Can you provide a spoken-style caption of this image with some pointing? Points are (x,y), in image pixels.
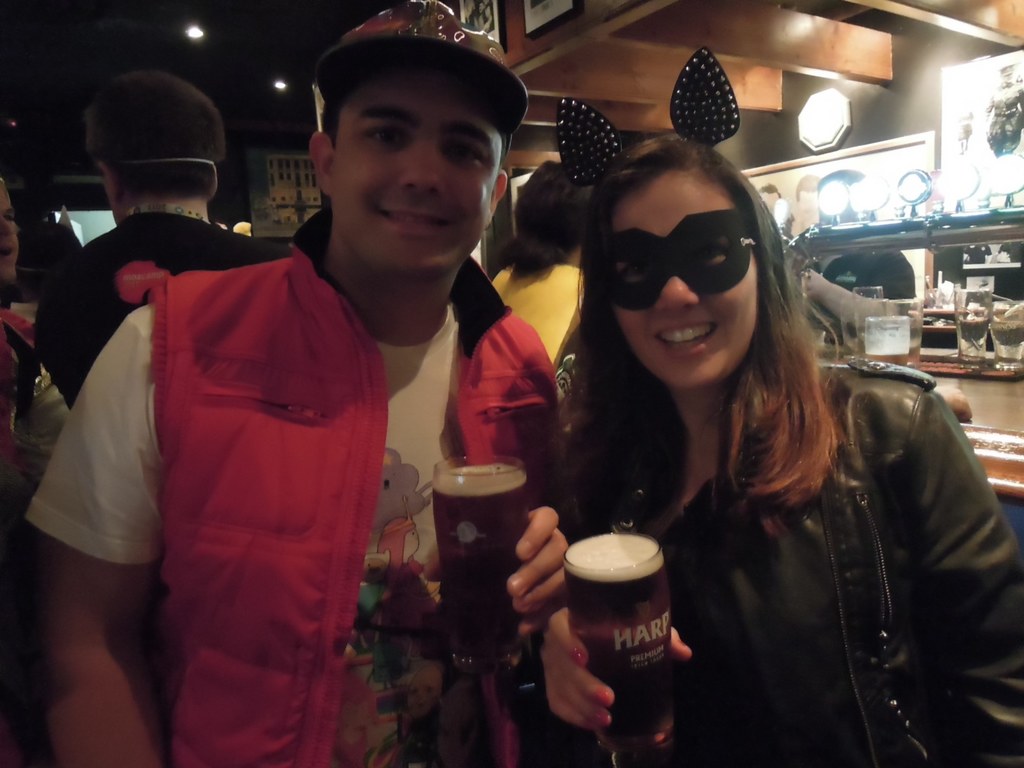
In this image i can see a man (421,109) wearing a hat (443,38), white t shirt (395,390) and red jacket (257,479) and a woman (709,509) Wearing a black mask (706,244) and black jacket (700,664) are holding glasses (611,650) of beer (520,619) in their hands (531,603). In the back (182,168) =ground i can see few persons (111,168), the ceiling (214,46), few lights (829,209) and few glasses (873,317).
